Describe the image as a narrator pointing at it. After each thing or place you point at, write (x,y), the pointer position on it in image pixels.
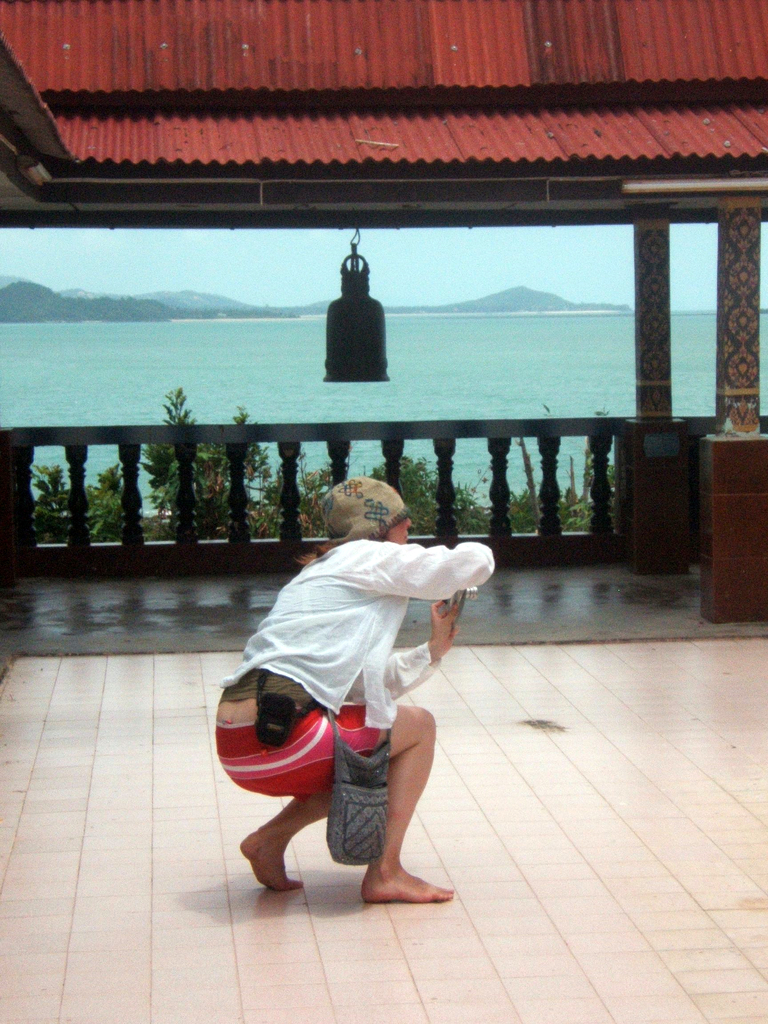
Here I can see a person (347,616) sitting facing towards the right side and holding a camera (466,590) in the hands (436,630). In the background (536,510), I can see two pillars (639,340), railing (140,501) and few plants (111,494) and an object (356,302) is hanging to the top (355,333). In the background (153,372), I can see a river (106,340), hill (110,297) and sky (177,262).
